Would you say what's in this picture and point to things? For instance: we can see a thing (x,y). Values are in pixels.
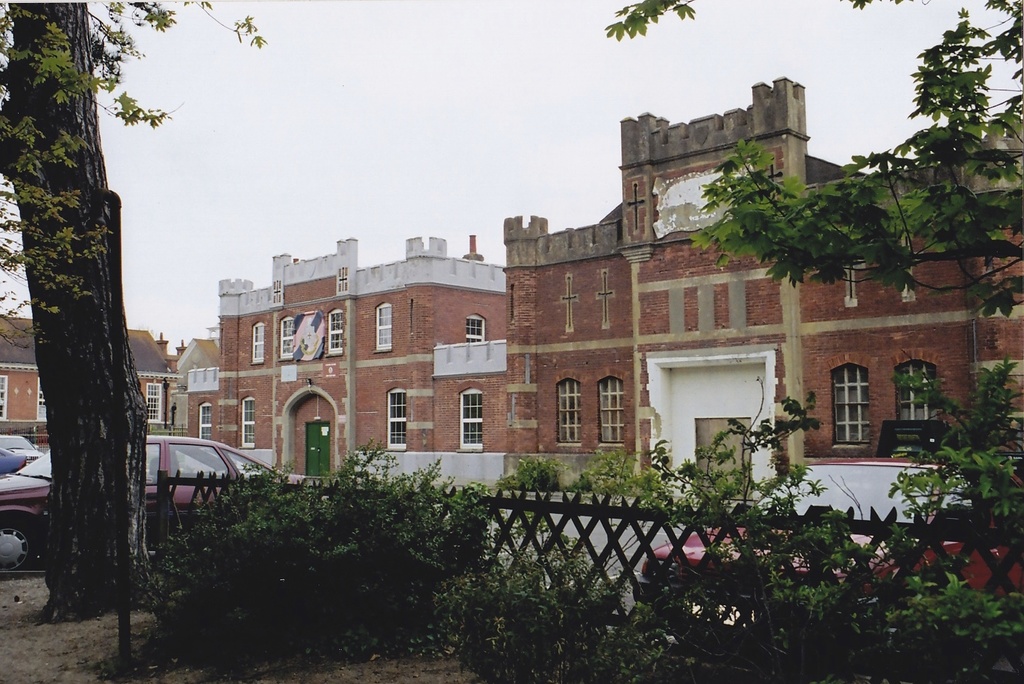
In this picture I can see the fencing (609,526) and the plants (460,543) in front (488,569) and I see few trees (36,207) and I see the cars (21,455) in front the fencing (594,513). In the background (320,295) I see the buildings (264,313) and the sky (365,134).
